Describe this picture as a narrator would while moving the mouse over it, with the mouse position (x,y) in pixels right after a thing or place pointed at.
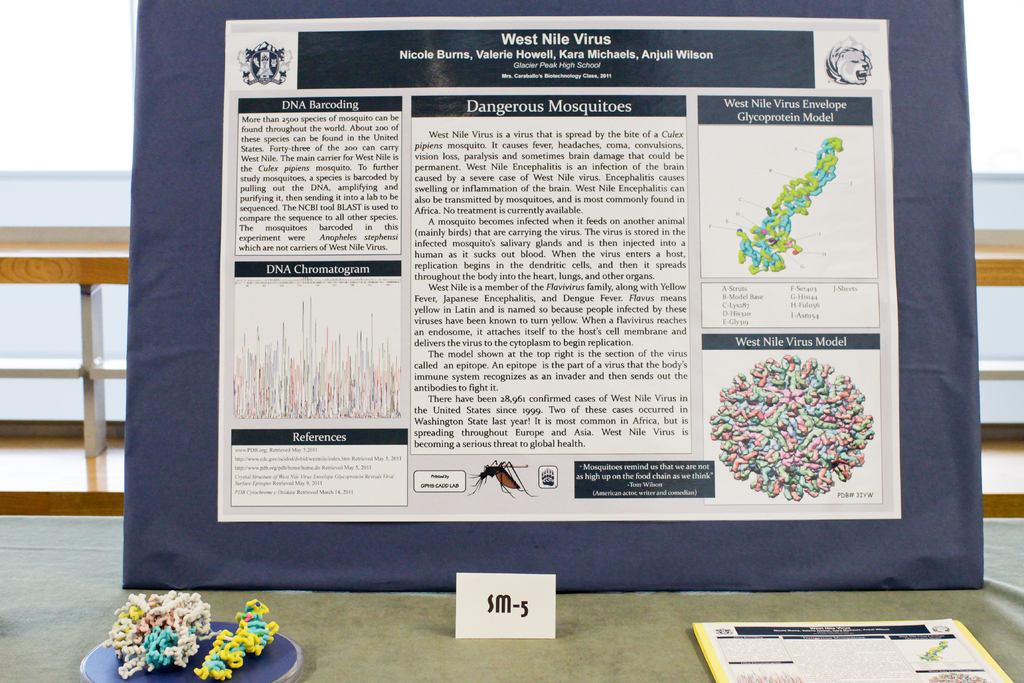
In the image there is a board (838,533) with a printed paper (473,186) on it, in front of it there is a book (947,647) on the cloth (505,641), behind it there is wooden fence (48,283).
